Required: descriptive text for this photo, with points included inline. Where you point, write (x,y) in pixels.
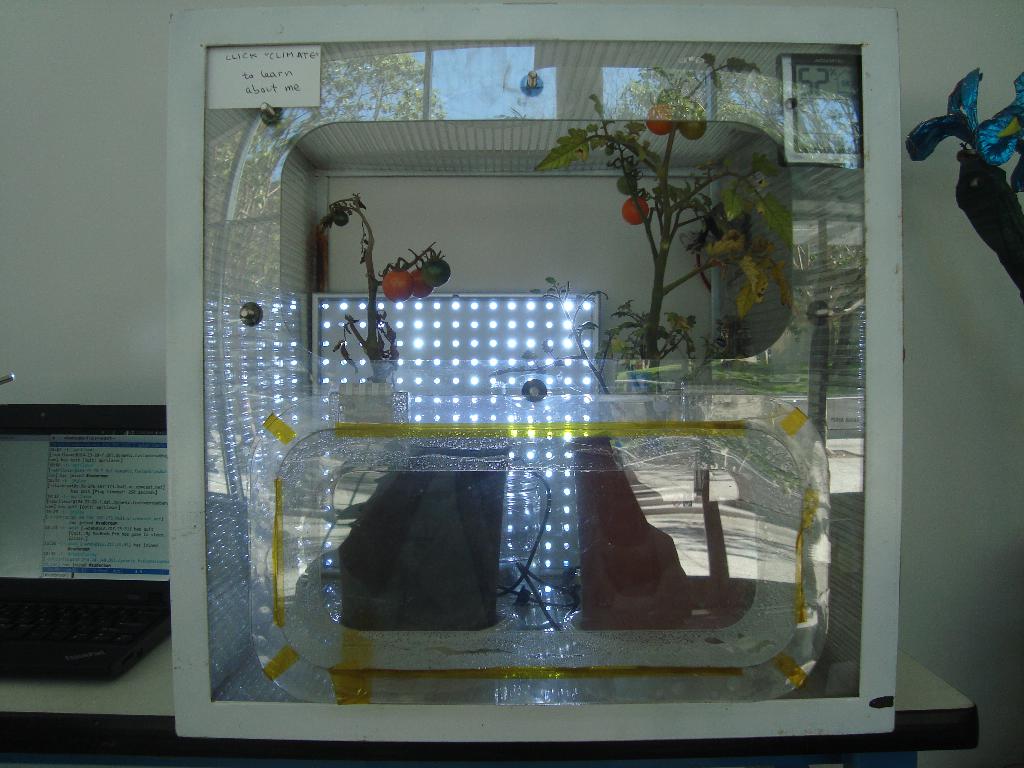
In this image I can see a box (263,423) and in it I can see few plants (361,198) and few other things (425,299). I can also see a paper (256,108) over here and on it I can see something is written.
